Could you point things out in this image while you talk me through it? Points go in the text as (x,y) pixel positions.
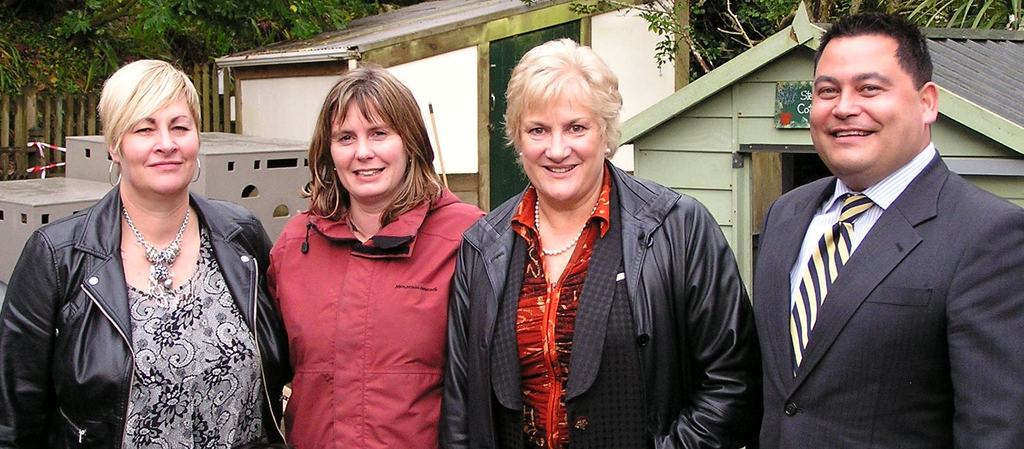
Front we can see 4 people (547,268). Background (620,30) there is a house (607,29), fence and trees (206,30).
